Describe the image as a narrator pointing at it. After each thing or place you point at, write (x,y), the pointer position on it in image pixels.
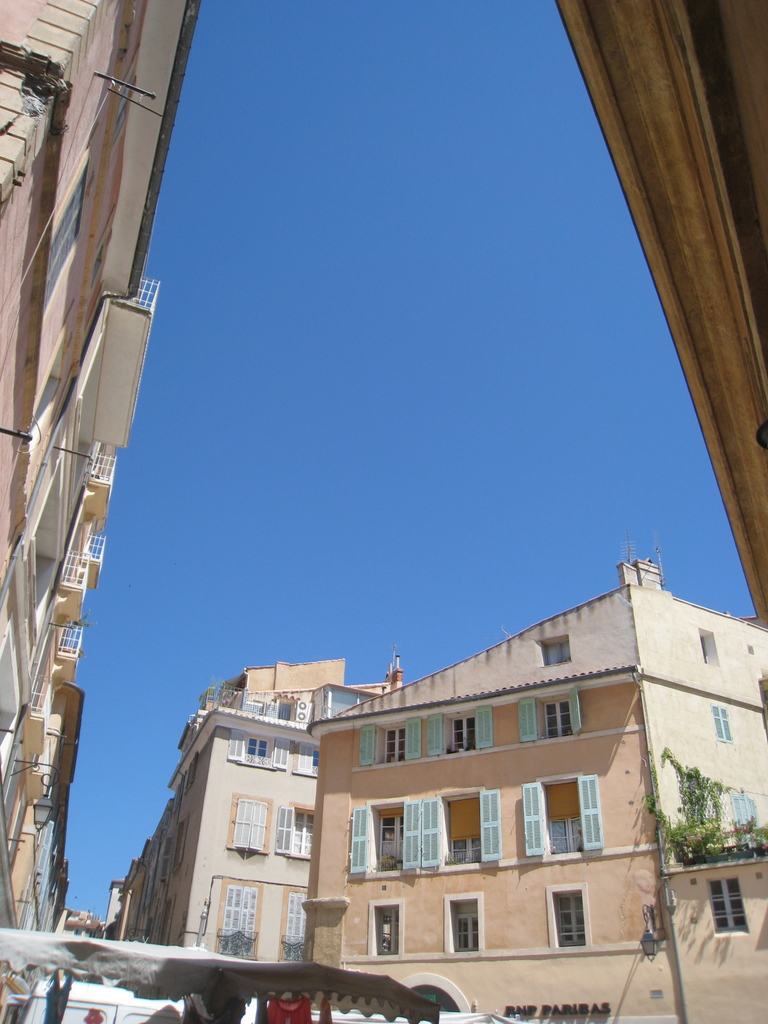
In this image we can see buildings (251,770) with windows (248,889) and railings (78,646). In the foreground of the image (277,991) we can see a tent (296,980) and clothes (192,1016). On the right side of the image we can see lamp (652,930) on the wall (688,953) and some plants (708,824). At the top of the image (353,100) we can see the sky (460,186).
